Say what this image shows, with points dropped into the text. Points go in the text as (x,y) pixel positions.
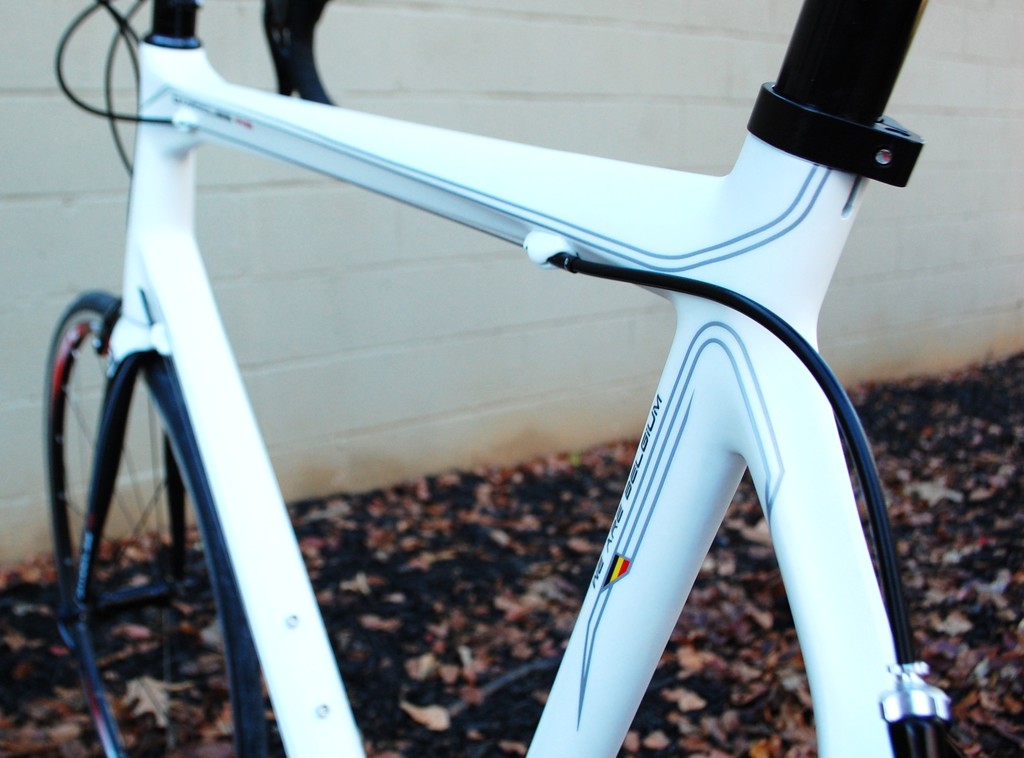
In this image there is a bicycle (661,508), few leaves (570,554) on the ground (444,501) and the wall (436,335).
